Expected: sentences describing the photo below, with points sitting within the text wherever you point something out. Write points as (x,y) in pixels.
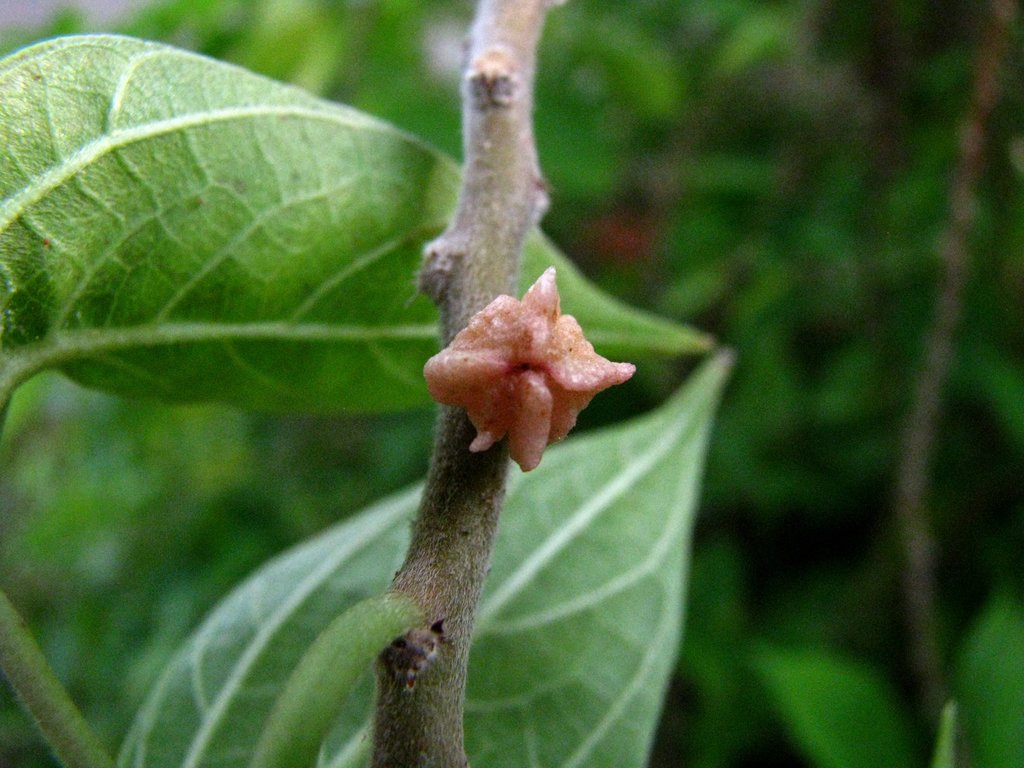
In the center of the image (501,344), we can see a bud (470,343) on the stem (466,316) and in the background (706,215), there are plants (652,311).
